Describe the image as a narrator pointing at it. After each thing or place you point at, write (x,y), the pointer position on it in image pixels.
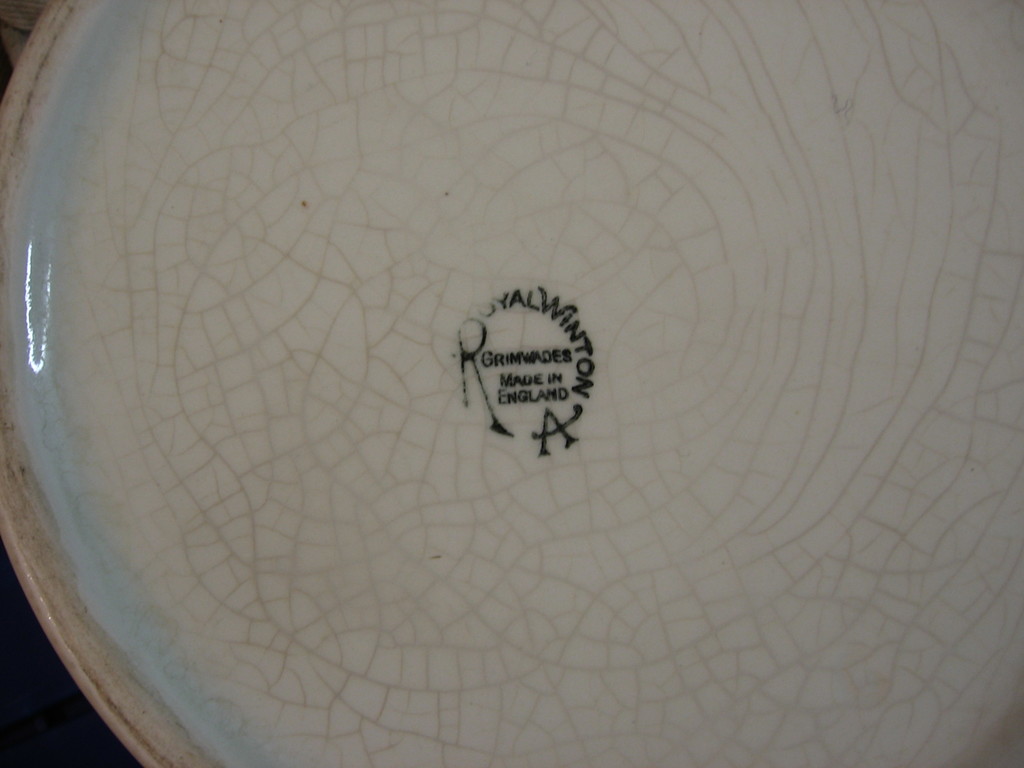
In this picture, we see an object (540,574) in white color. This object (185,607) looks like a plate (428,619). In the middle of the picture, we see some text (488,359) written in black color.
